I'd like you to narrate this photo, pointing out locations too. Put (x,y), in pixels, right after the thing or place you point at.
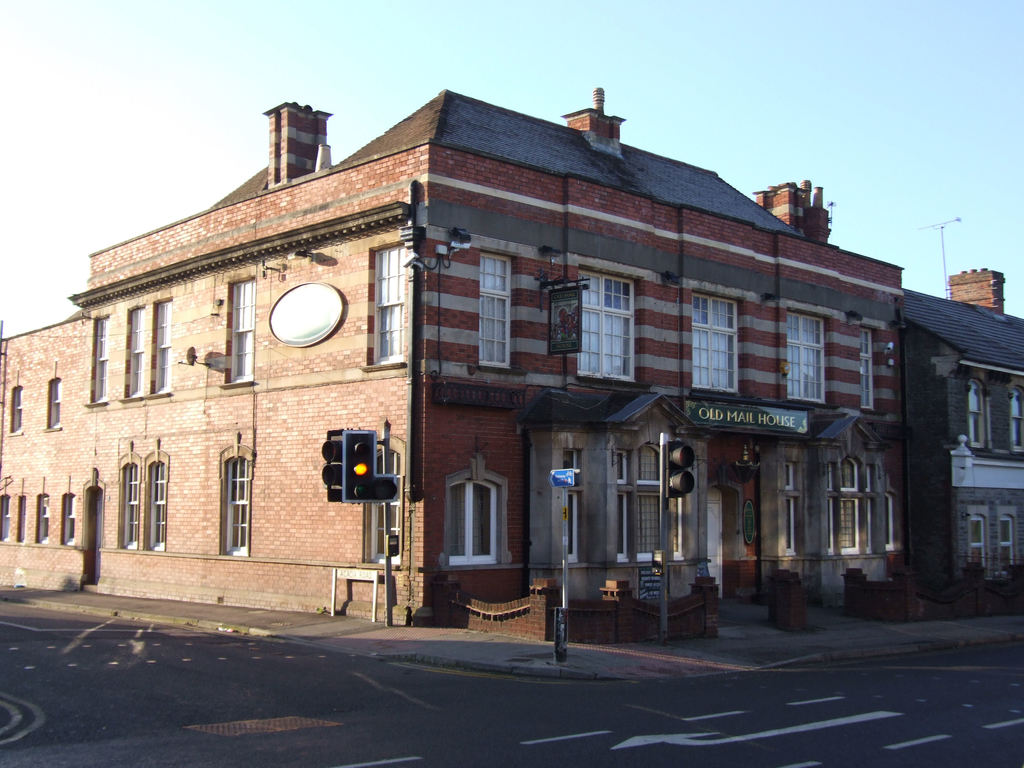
In this image we can see buildings (316,351) with windows (590,327). On the building (777,434) there is a name board (746,423). Also there are traffic signals (361,448) with poles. Near to the building (300,549) there is sidewalk (761,623) and road (508,724). At the top (250,98) there is sky (255,77).
